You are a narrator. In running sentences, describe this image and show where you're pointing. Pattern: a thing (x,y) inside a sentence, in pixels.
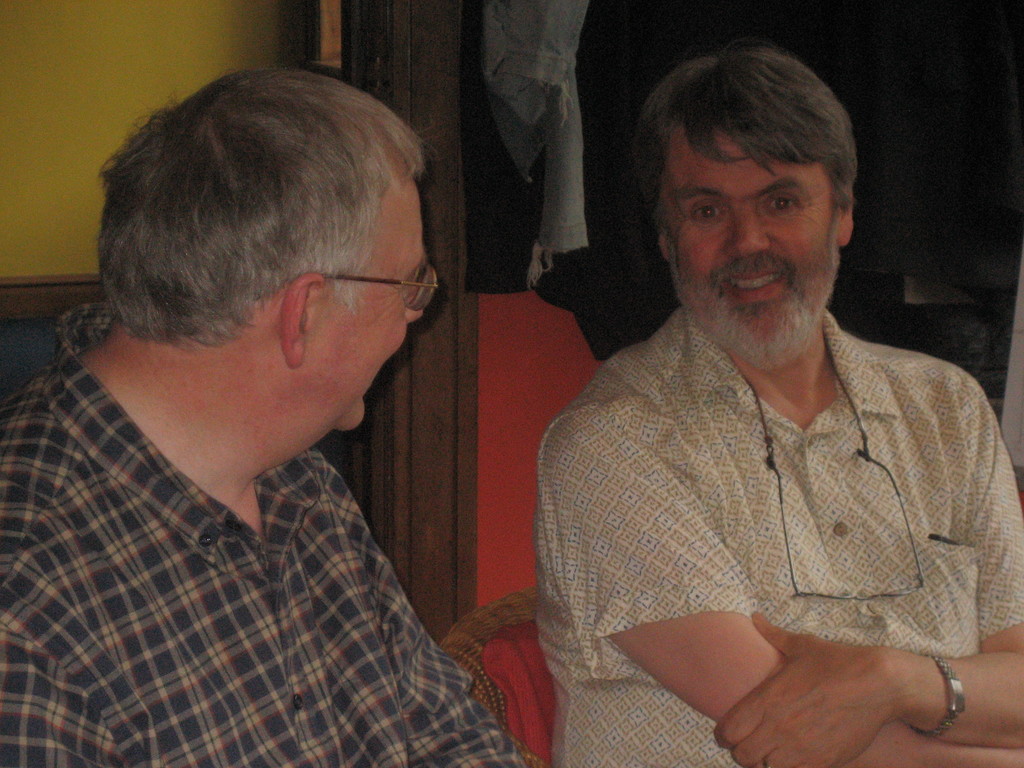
In this image we can see two persons (618,494) are sitting, and smiling, he is wearing the glasses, at back (72,36) here is the wall (36,73).
